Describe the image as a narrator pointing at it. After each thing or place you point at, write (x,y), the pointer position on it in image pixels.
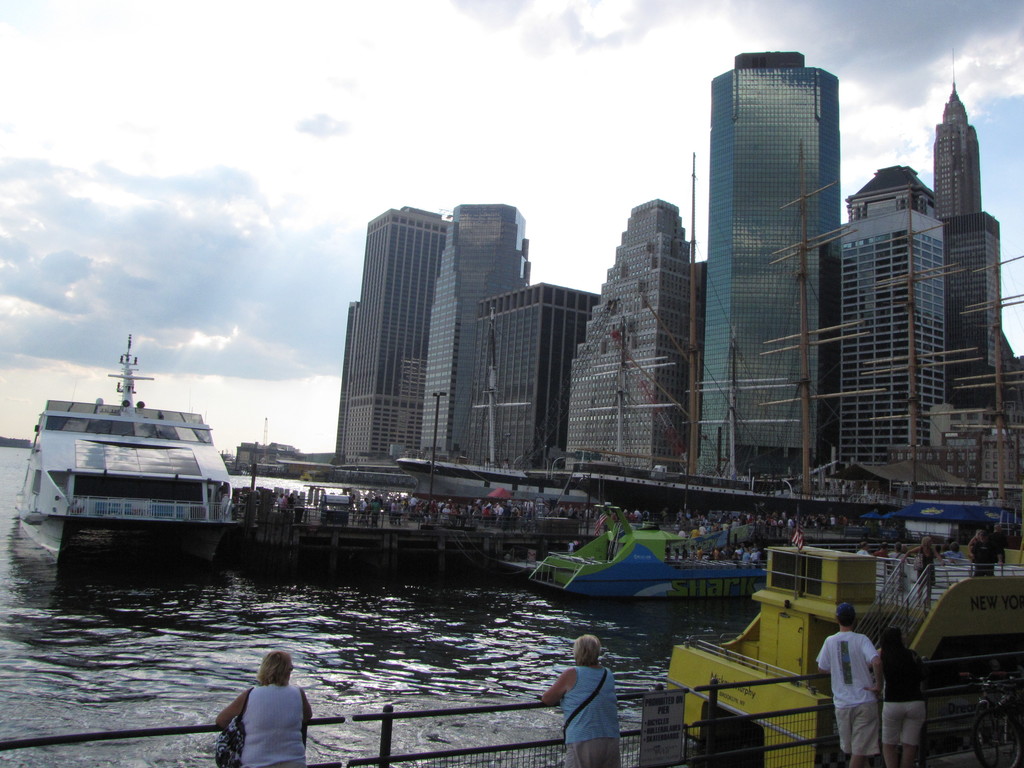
In this image we can see a ship (196,489) and few boats (644,595) on the water (246,634) and there are few people (291,698) standing near the railing (799,677) and few people (583,511) standing on the bridge (522,525) and there are few poles (789,338) and buildings (571,365) on the right side (711,373) and the sky (327,161) with clouds (369,152) in the background (554,126).
